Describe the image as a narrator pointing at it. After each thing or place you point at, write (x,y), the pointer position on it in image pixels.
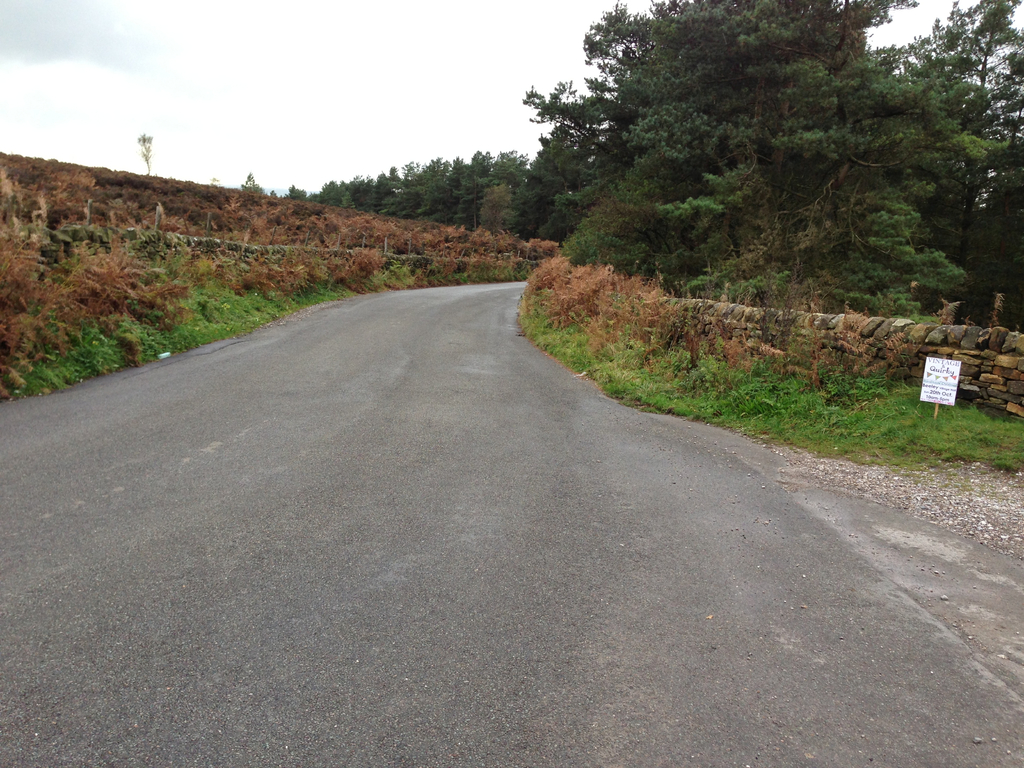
In this picture we can see the road (372,564). On the right (1021,368) and left side (108,270) we can see the small stones (853,344), plants (609,314) and grass (786,382). In the background (1005,202) we can see many trees (880,179). On the right (955,377) there is a board (957,362). At the top (387,67) we can see sky (336,80) and clouds (311,59).
